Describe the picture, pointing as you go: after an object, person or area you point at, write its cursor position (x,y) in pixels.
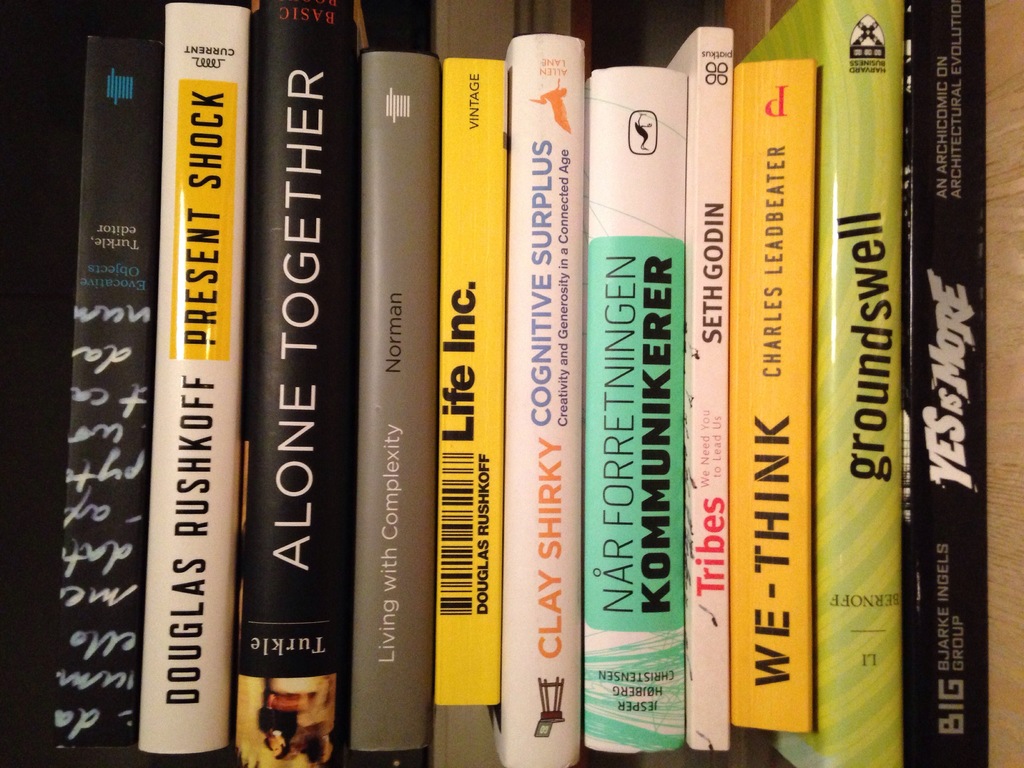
In this picture I can observe some books (559,324) placed in the bookshelf (114,446). There are black, brown, yellow, white and green color books (512,322) in this shelf (435,322). I can observe some text (555,547) on these books (477,596).
